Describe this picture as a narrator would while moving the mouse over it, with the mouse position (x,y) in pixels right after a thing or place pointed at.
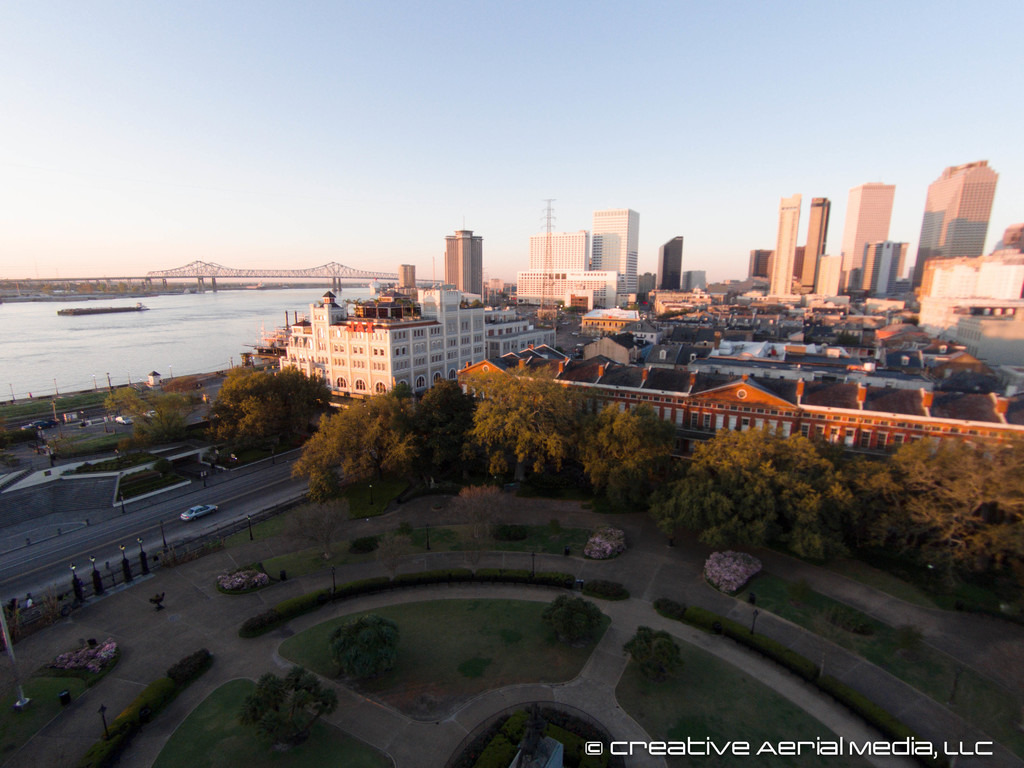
In the foreground of this image (282,655), there are plants (381,619), poles (332,587), path (212,630) and the vehicle (203,509) moving on the road (63,549). In the background (387,343), there are building (611,325), trees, water (227,326), a bridge (362,276), tower (546,236), skyscrapers (820,225) and the sky (681,85).
